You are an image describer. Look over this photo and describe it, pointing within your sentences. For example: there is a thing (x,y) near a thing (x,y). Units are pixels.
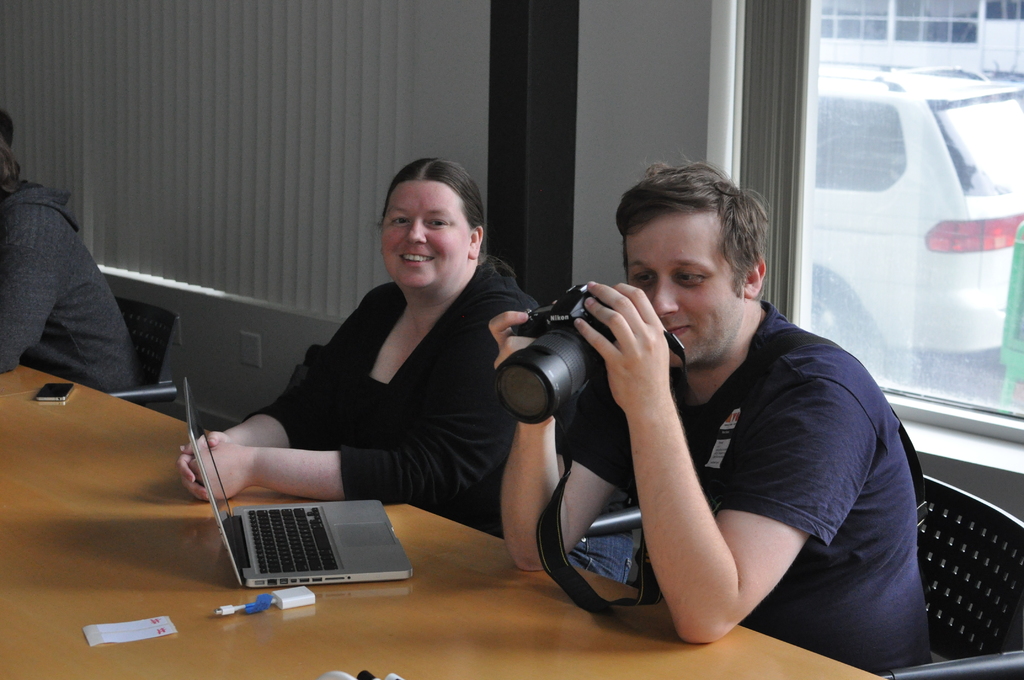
On the background (707,147) we can see wall (673,118), window glass (839,111). Through glass (944,202) we can see a car (955,173). Here we can see a women (454,238) and a man (780,480) sitting on chairs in front of a table (360,612) and on the table (432,604) we can see a laptop (290,525) and a device (288,597). We can see this man (614,353) is holding a camera (524,413) with his hands (621,337).
